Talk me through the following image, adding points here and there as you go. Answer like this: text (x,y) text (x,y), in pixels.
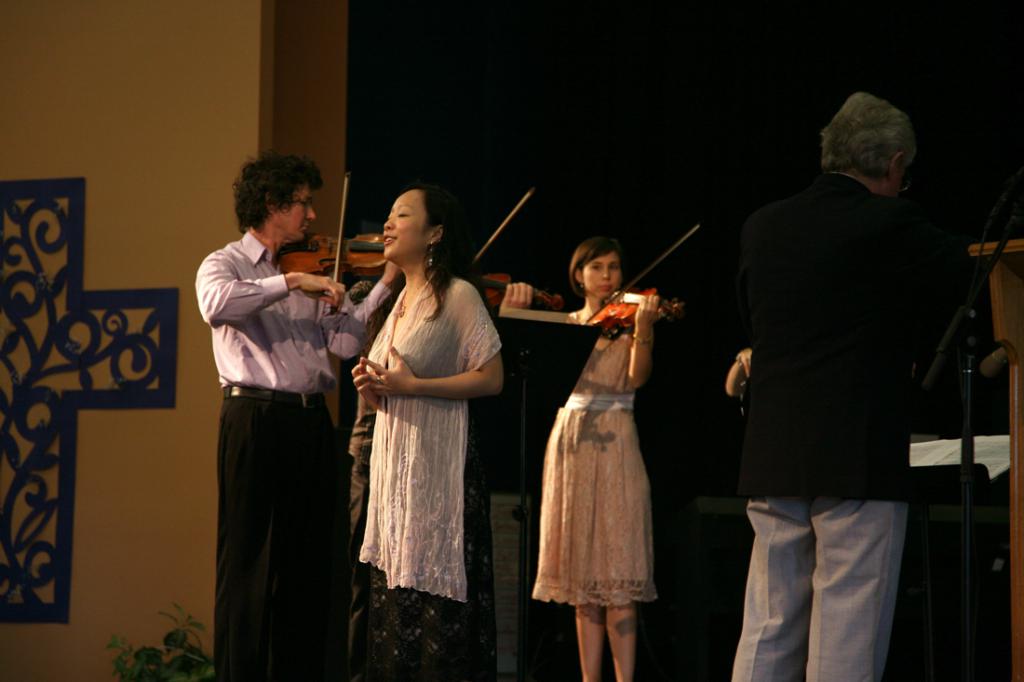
In this image there are four persons (609,447) who are standing. On the right side (851,372) one person (851,372) who is standing, on the left side (266,341) there is another person (262,431) who is standing and he is playing a violin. On the middle of the image (425,398) there are two girls (556,441) who are standing. In the left side of the image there is one woman (407,350) who is standing, it seems that she is singing. On the left side (157,368) there is one wall (108,502) on the bottom of the left corner (148,646) there is one plant (172,640).
